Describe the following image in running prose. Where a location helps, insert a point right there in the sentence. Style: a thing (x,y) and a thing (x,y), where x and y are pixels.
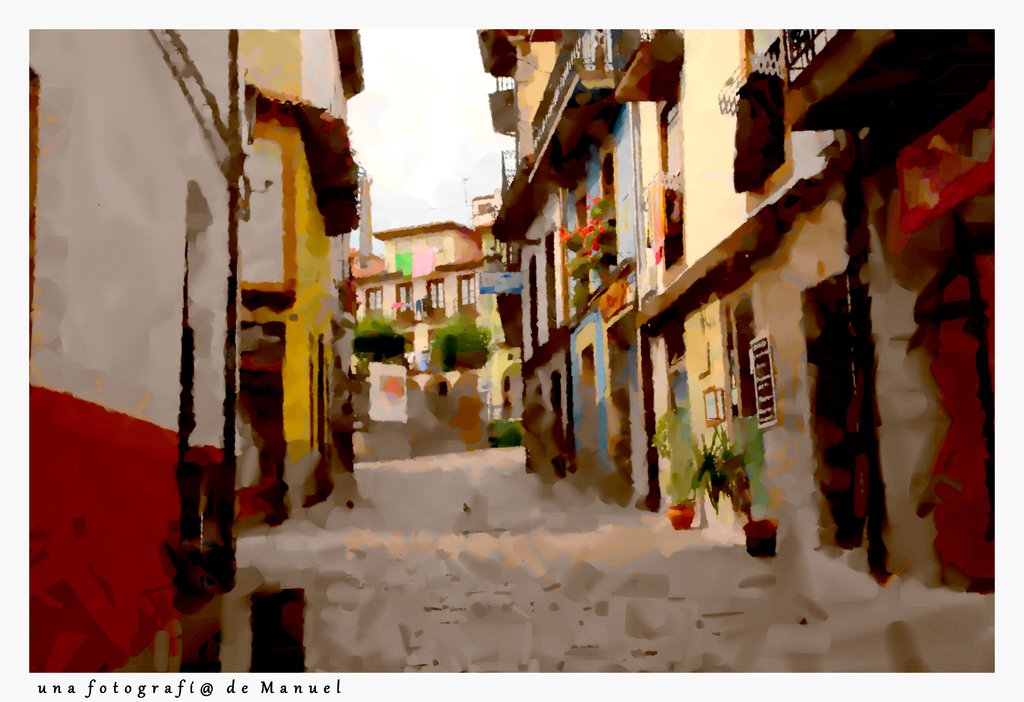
Here in this picture we can see a painting (211,202), in which we can see houses (716,230) with number of windows (679,229) present over a place and we can also see plants (681,458) present in pots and we can also see trees (454,357) present and we can see the sky (373,75) is clear.
